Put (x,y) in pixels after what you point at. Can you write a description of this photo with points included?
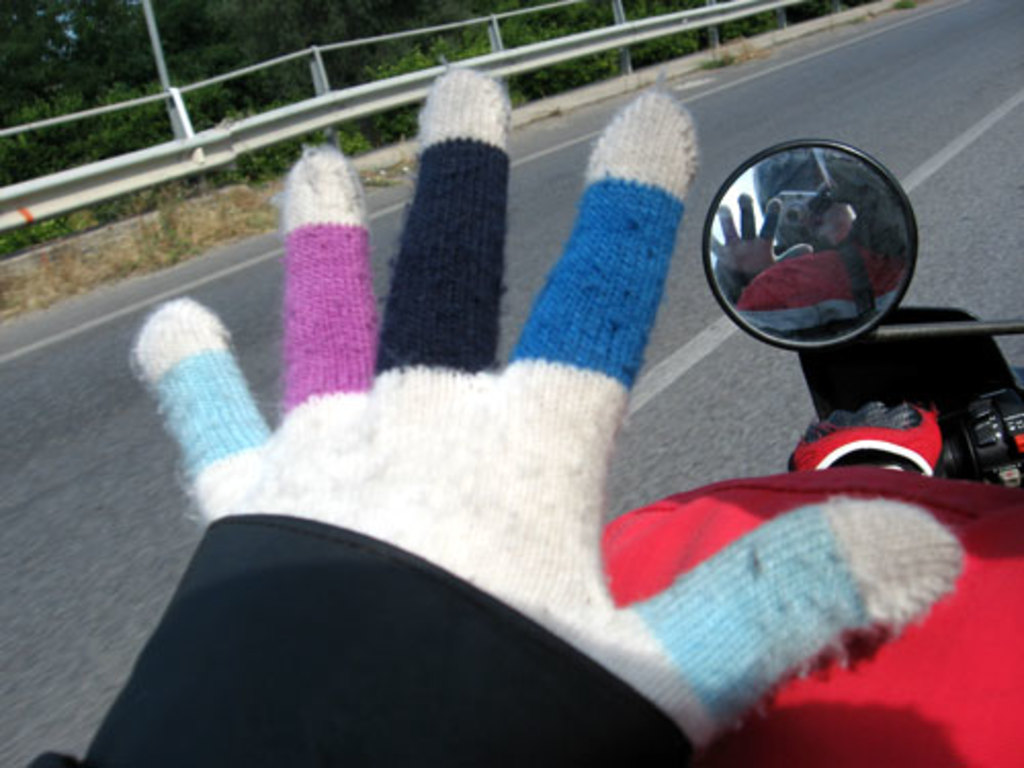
In this picture I can see the hand gloves (460,336). I can see the mirror (797,216). I can see the road (254,238). I can see trees (155,118).
